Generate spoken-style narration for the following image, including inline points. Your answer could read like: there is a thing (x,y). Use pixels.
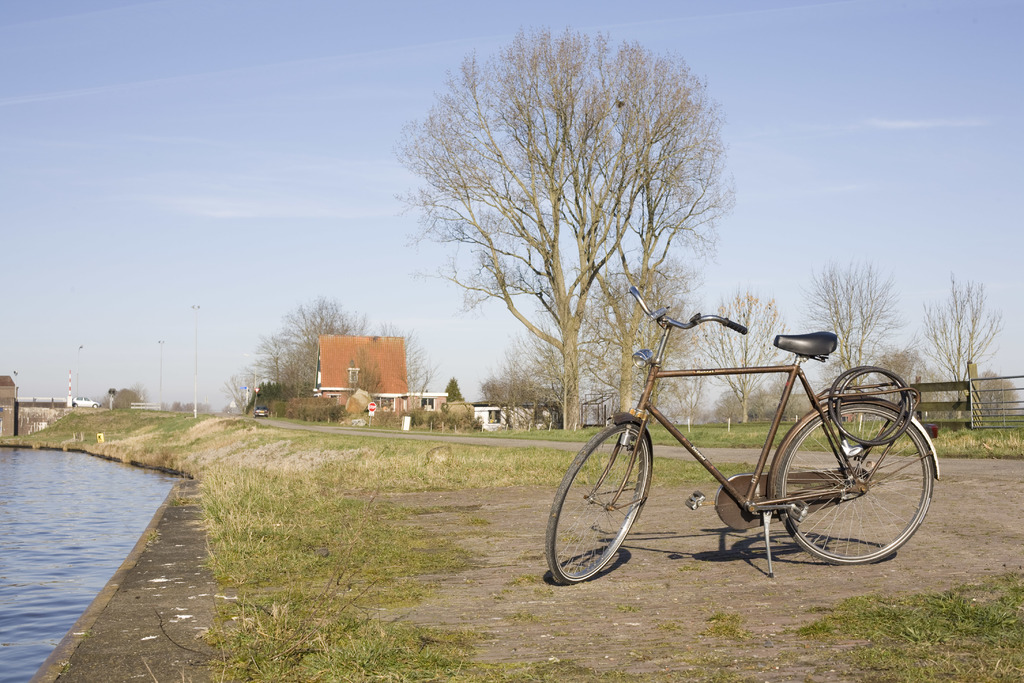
In this image, we can see some water (104,529). We can see some grass (312,666) and trees (623,340). We can see the ground (711,624) with some objects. There are a few houses (392,390) and vehicles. We can see a bicycle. We can see some poles (981,387) and objects (961,390) on the right (946,402). We can see some boards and the sky (924,187) with clouds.
